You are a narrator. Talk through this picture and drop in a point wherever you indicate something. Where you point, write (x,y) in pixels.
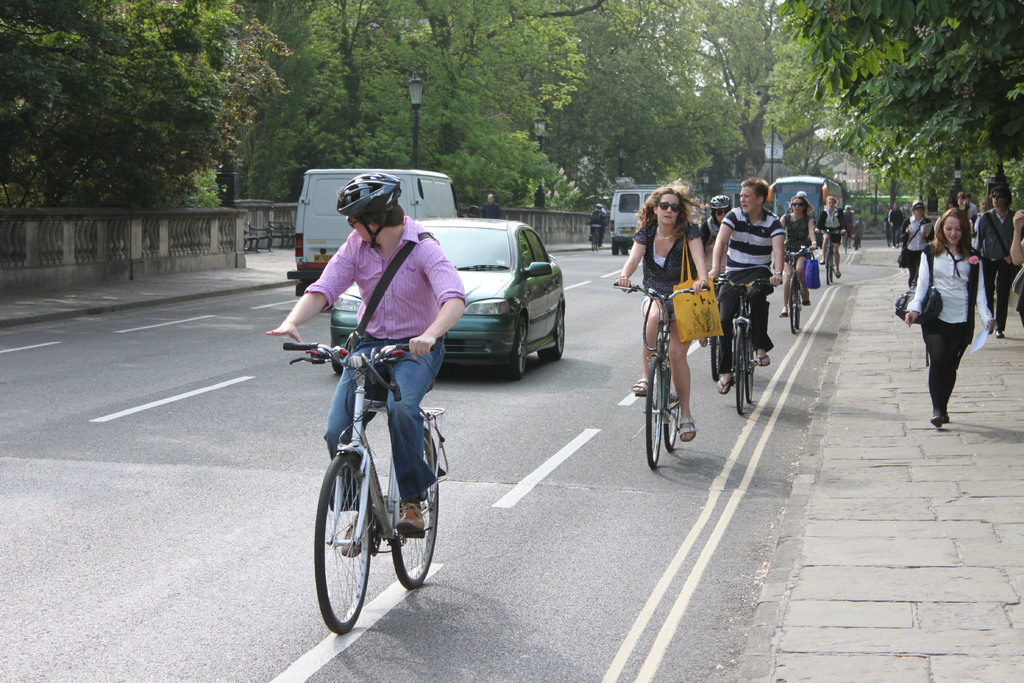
In this picture I see the road (584,384) and the footpath (897,257) on which there are vehicles (805,185) and I see number of people (907,242) in which few of them are on cycles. In the background (56,17) I see number of trees (463,105) and light poles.
